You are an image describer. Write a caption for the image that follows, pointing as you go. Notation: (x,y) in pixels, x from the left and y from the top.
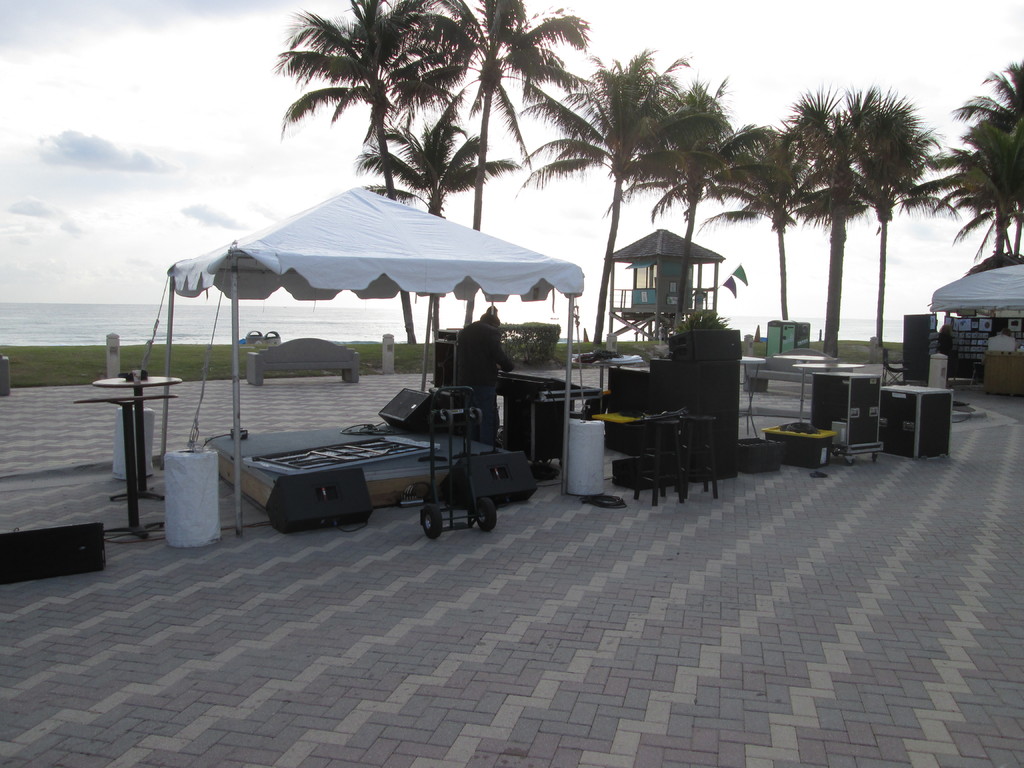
In this image there is a tent (412,270) in the middle (406,279). Below the tent (408,282) there is a stage (374,483) on which there are speakers (495,486) and some boxes (670,393). In the background (709,192) there are tall trees (582,166). At the top (185,81) there is the sky (177,72). On the right side (1006,304) there is another tent (992,307) under which there are banners (961,360). There is water (114,313) in the background (193,326).
